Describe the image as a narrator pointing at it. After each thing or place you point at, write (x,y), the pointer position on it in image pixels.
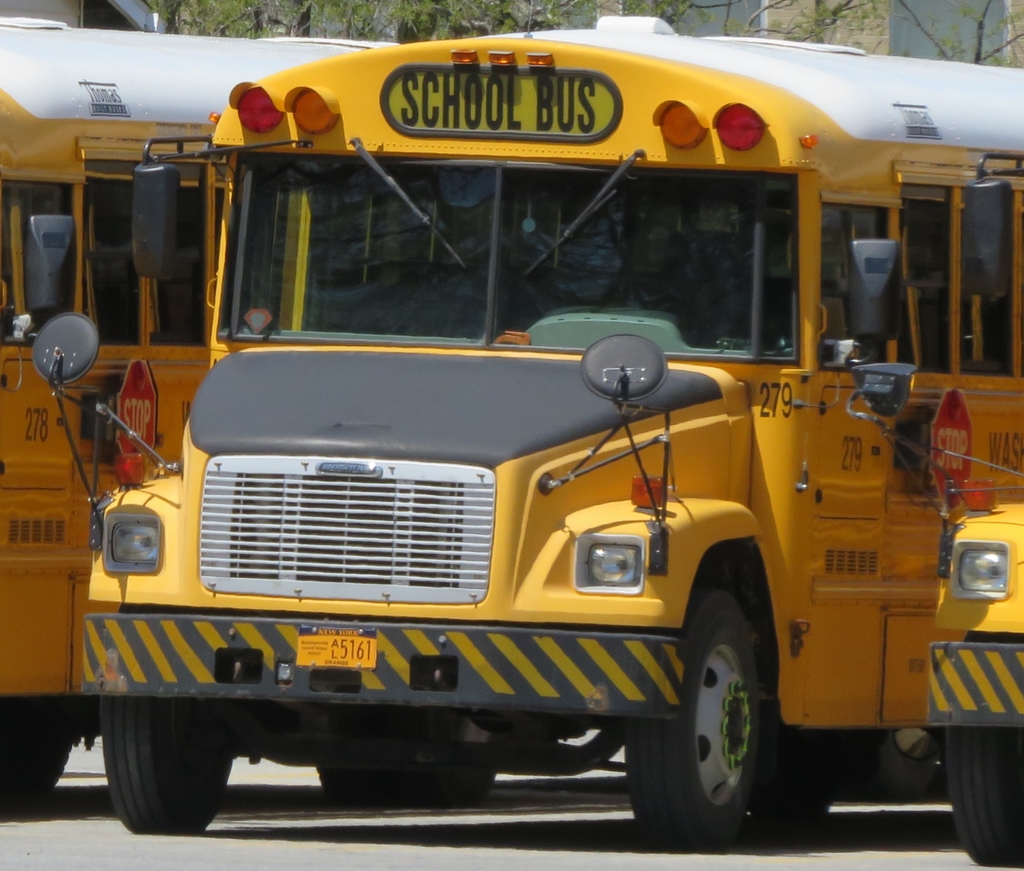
In this picture we can see the vehicles (258,366). At the top of the image (284,16) we can see the trees (497,22), wall (78,24) and windows (949,11). At the bottom of the image (451,828) we can see the road (451,828).
